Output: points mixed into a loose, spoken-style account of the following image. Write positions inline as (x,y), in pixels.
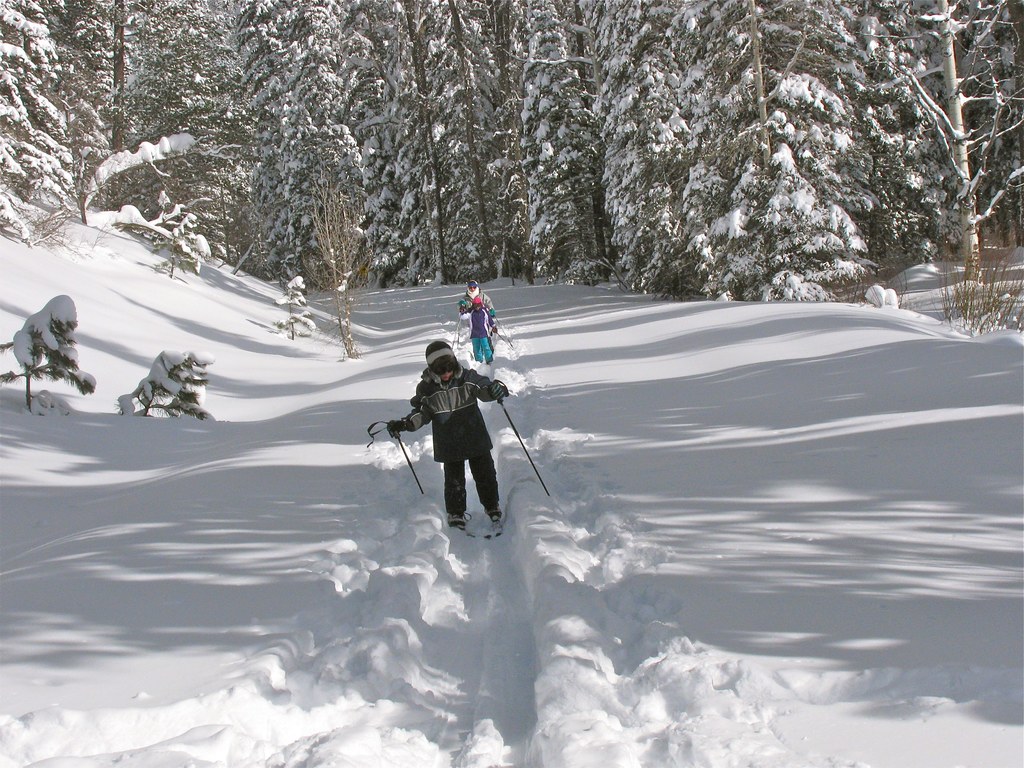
In this image there are three persons (469,440), skating on a snow land (418,542) wearing skating boards (475,537) and holding sticks (519,439) in their hands (499,389), in the background (468,201) there are trees (305,181) that are covered with snow (173,365).
